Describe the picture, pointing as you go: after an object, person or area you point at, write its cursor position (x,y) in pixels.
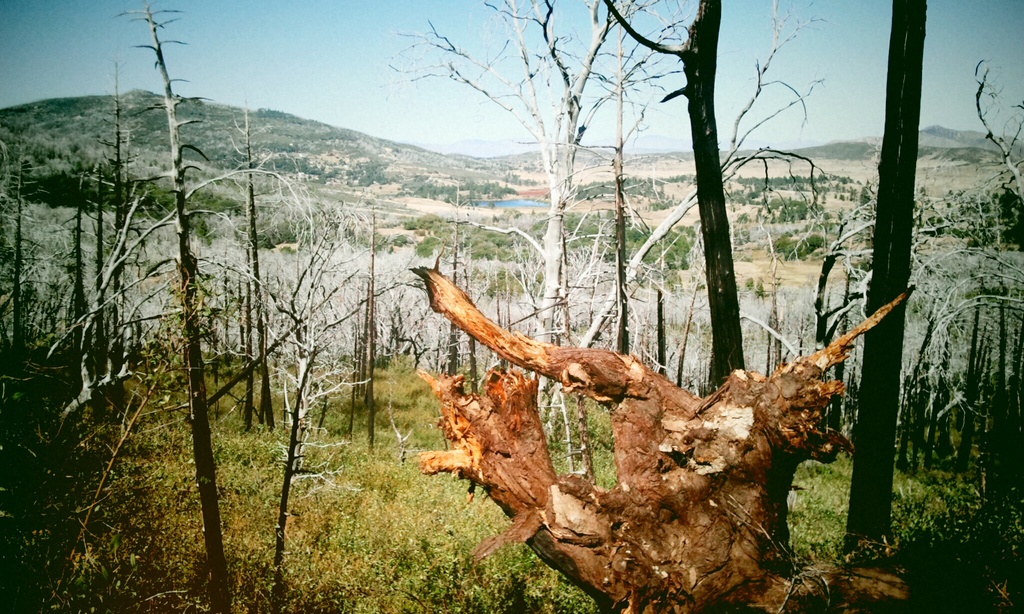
In the foreground of the picture (680,450) there is a wooden log (504,479). In this picture there are trees (292,430), plants (351,537) and grass (960,473). In the background (509,195) there are trees (653,185), hills (678,158), water body (516,201) and other objects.
